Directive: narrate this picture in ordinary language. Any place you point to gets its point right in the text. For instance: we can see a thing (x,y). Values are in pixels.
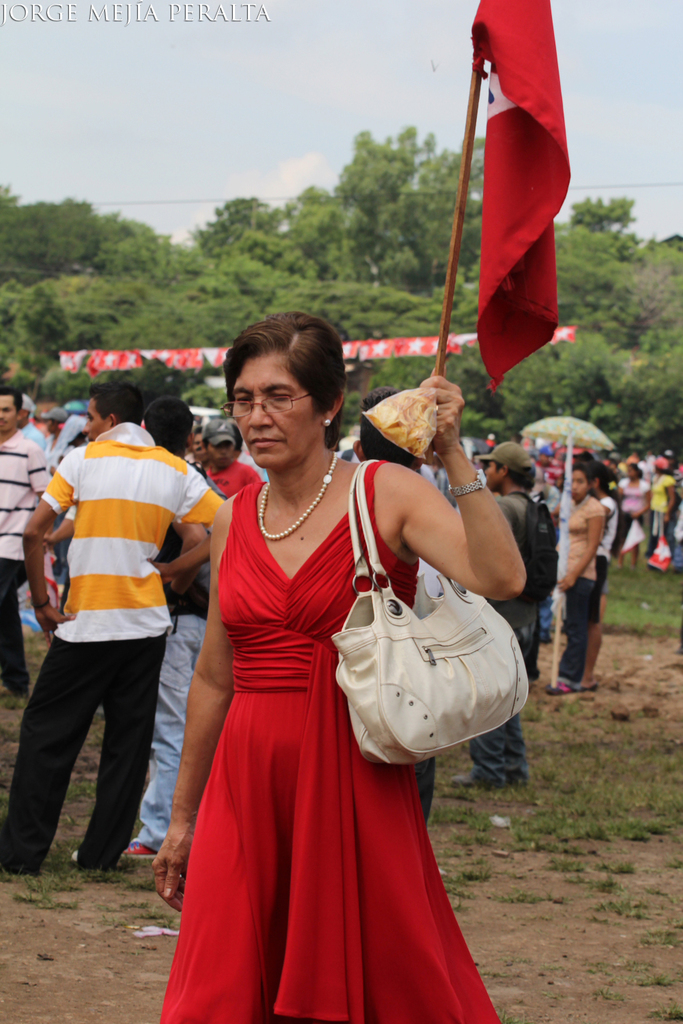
In the middle of the image (278,364) we can see a woman (237,744) holding a flag (488,326) and a packet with her hand (450,459). She wore a bag (354,537). In the background (17,301) we can see people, flags (558,331), umbrella (551,435), grass (628,580), trees (510,413), and sky (245,178). At the top of the image (253,3) we can see text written on it.
